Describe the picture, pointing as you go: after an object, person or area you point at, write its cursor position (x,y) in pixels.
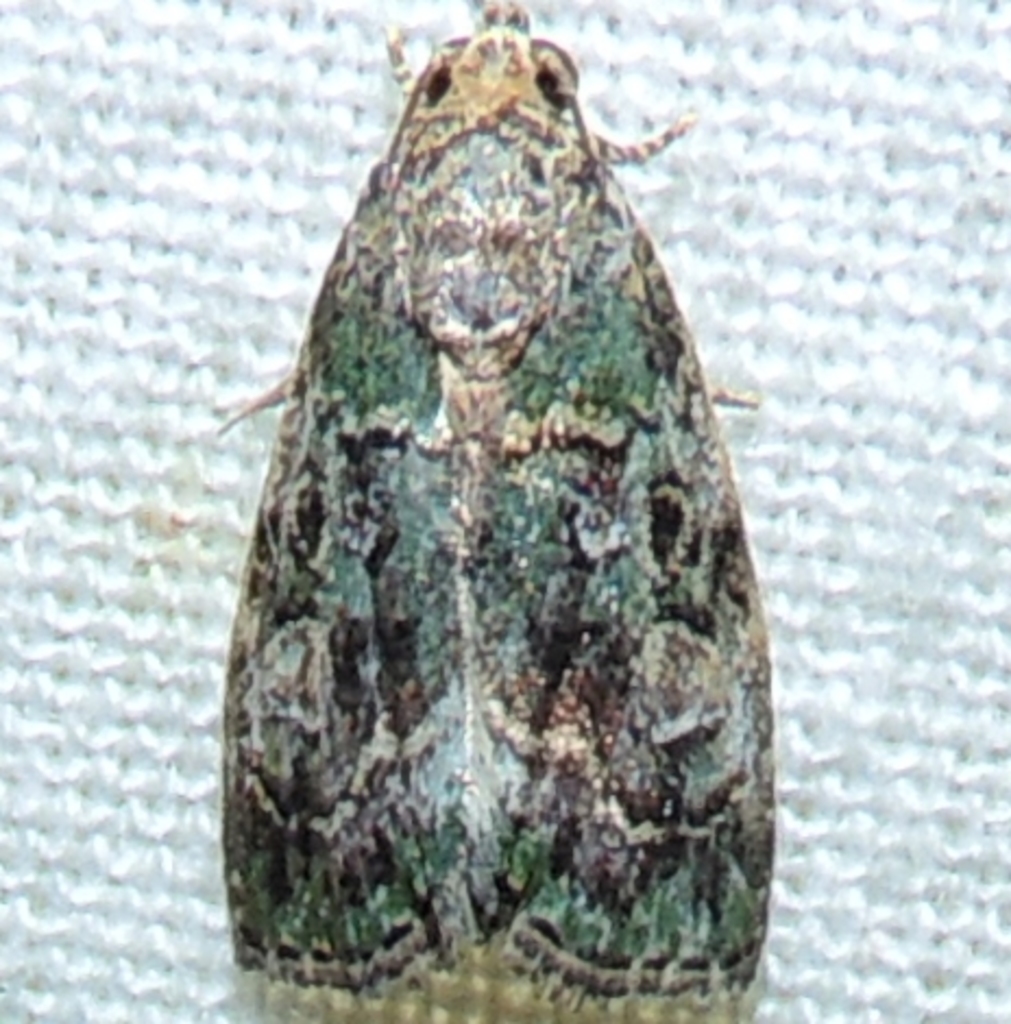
In this picture I can see a moth (326,511), on an object (14,473).
